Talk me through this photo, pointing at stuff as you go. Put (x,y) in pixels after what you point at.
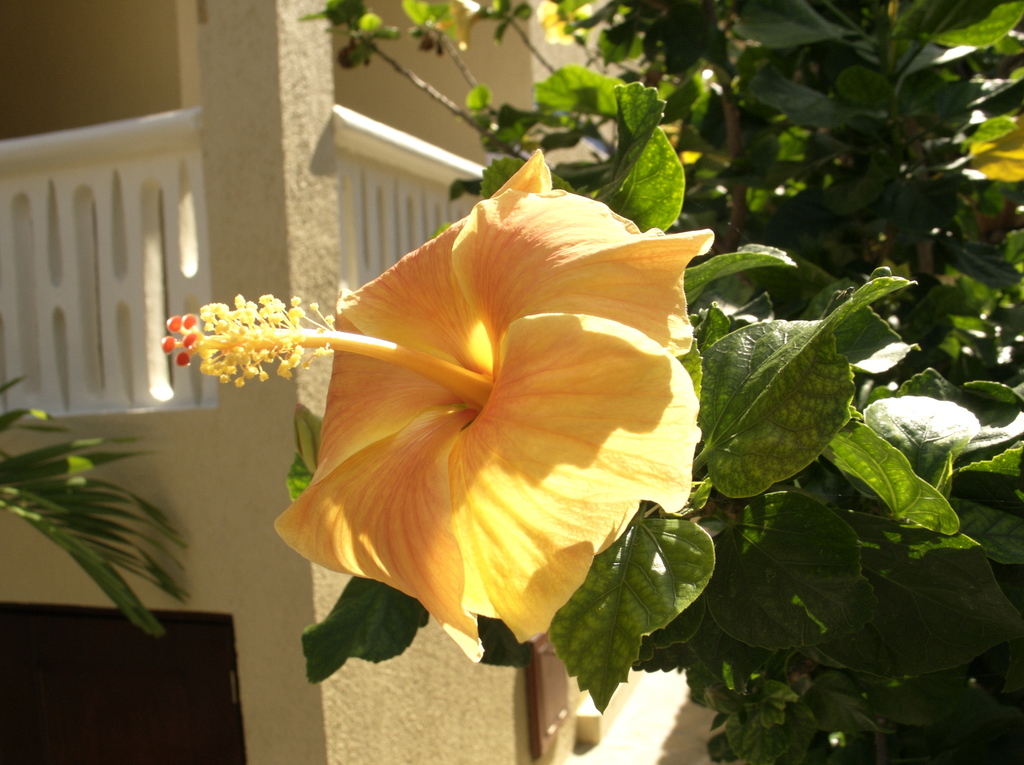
On the right side of the image (934,558) there is a plant (665,419) with the flower (568,411) on it. Behind the plant (679,174) there are trees (814,108). In the background of the image (478,158) there is a building (361,681). On the left side of the image (138,555) there is a tree (98,518).
